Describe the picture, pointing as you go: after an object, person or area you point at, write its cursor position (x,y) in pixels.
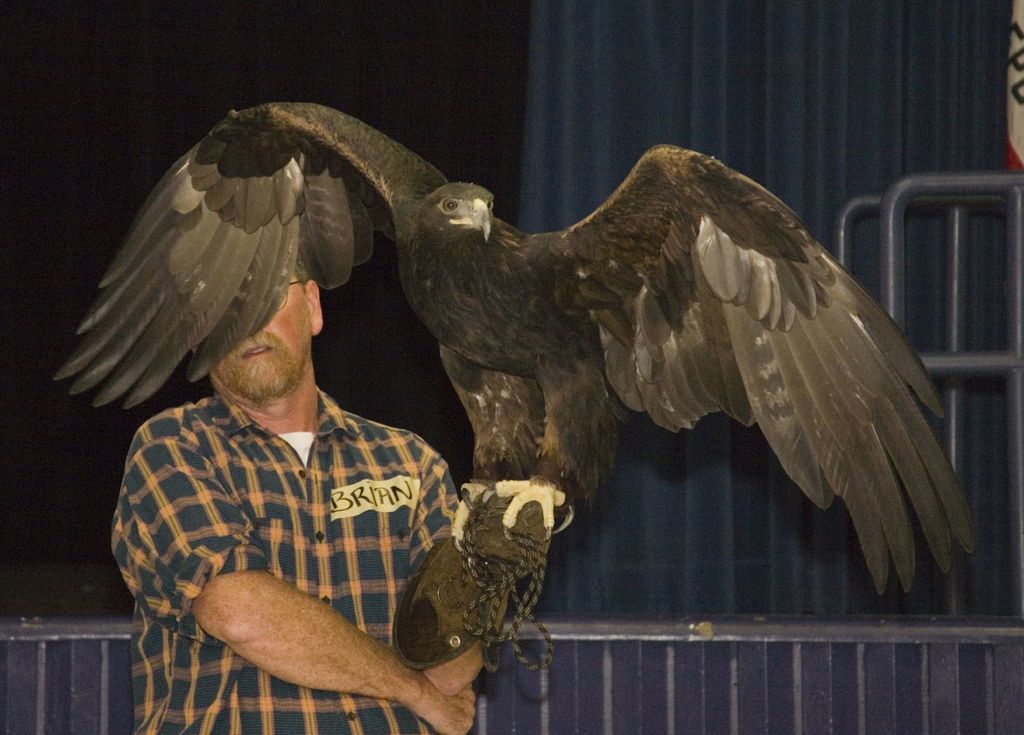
This image consists of an eagle (717,269) in black color. On the left (316,514), there is a man (232,544) wearing a gloves (437,584). In the background (922,186), we can see a railing (957,288) and a curtain (869,267).
